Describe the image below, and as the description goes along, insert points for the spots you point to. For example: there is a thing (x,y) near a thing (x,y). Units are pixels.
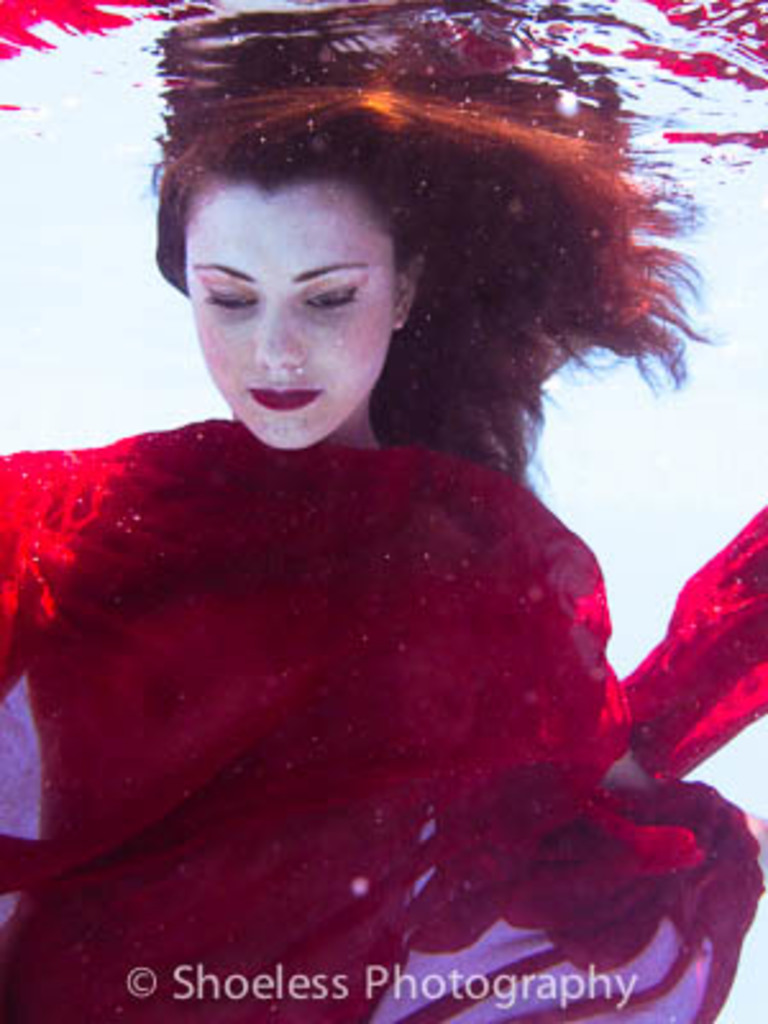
In this image we can see a person (425,535) in the water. There is a watermark (509,983) at the bottom of the image (429,982).
